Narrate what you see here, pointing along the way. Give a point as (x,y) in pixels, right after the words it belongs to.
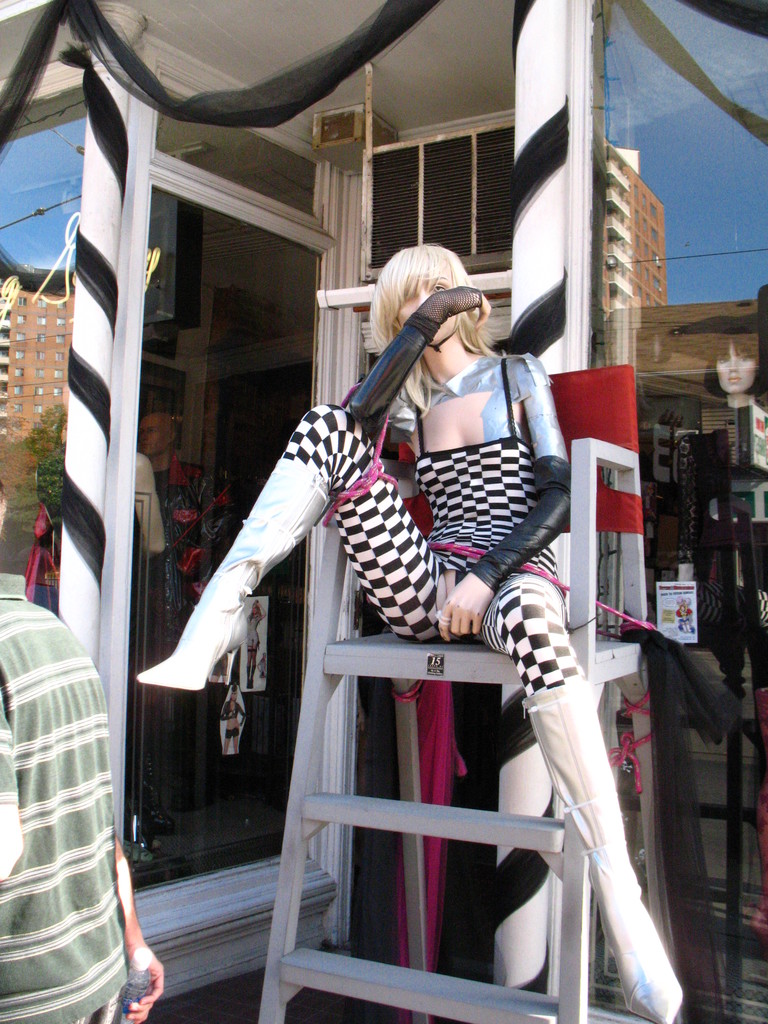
In this picture, we can see a store (524,198), mannequins (440,594), chair (603,423), glass walls (625,361), door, a person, and we can see some reflections (651,278) on the glass (675,232).
